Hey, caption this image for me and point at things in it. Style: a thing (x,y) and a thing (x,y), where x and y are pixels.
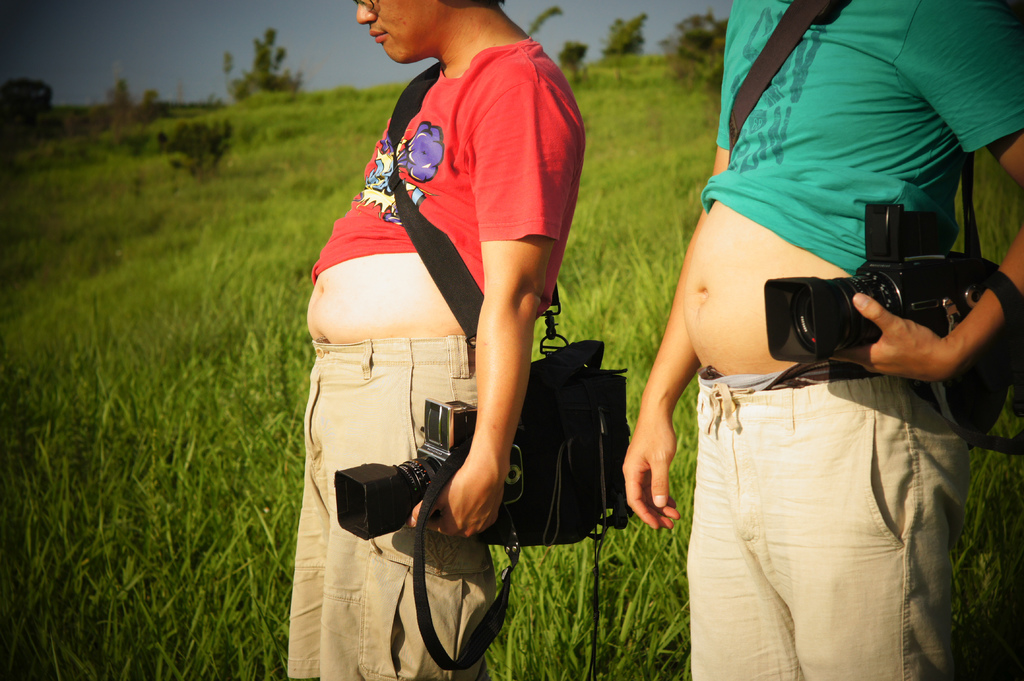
In this image I can see two people (520,184) are standing and holding the camera (815,299). In the background (203,20) there are trees (195,143) and the sky (331,34).
